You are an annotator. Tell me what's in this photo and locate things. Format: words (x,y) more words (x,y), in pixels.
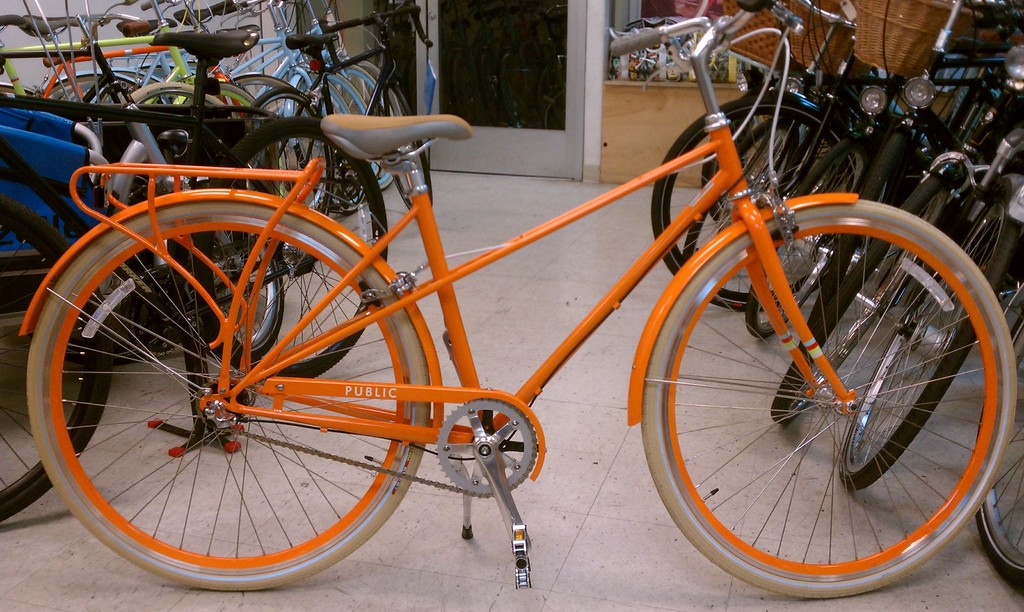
In this image, I can see the bicycles (302,69), which are parked on the floor (542,594). In the background (469,163), that looks like a door (566,159).
